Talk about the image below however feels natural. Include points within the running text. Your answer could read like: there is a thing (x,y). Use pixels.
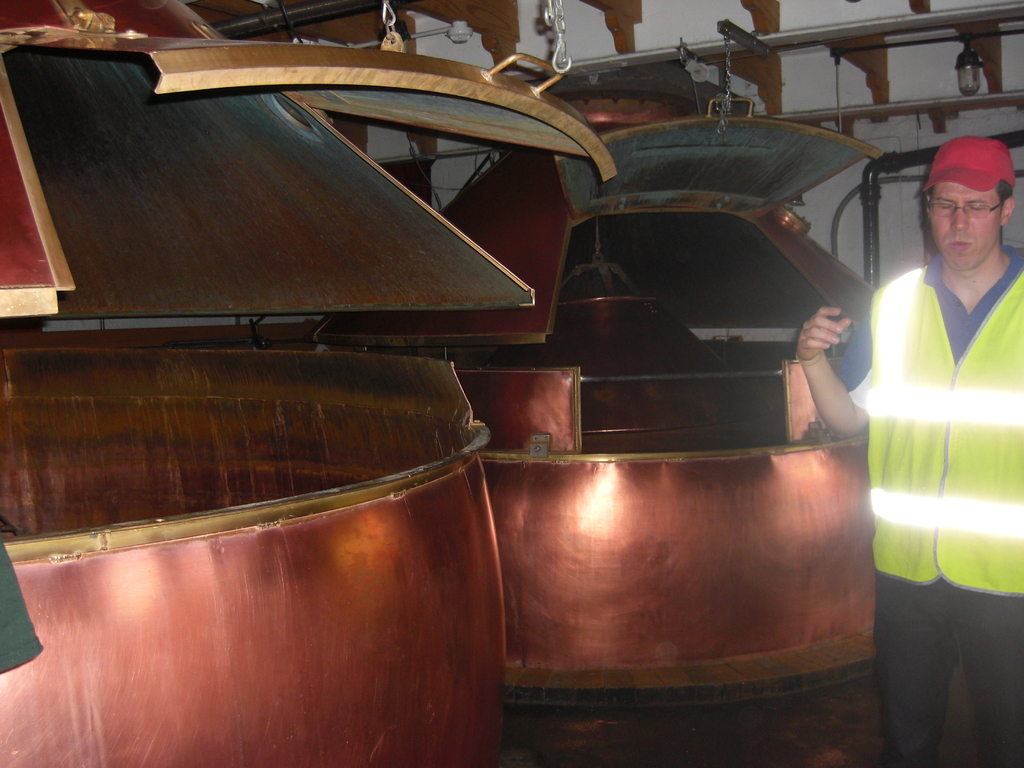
In this image there is a man (959,477) standing. Beside him there are containers (316,482). There are hooks (562,46) attached to the containers (66,16). Behind it there is a wall (863,166).
